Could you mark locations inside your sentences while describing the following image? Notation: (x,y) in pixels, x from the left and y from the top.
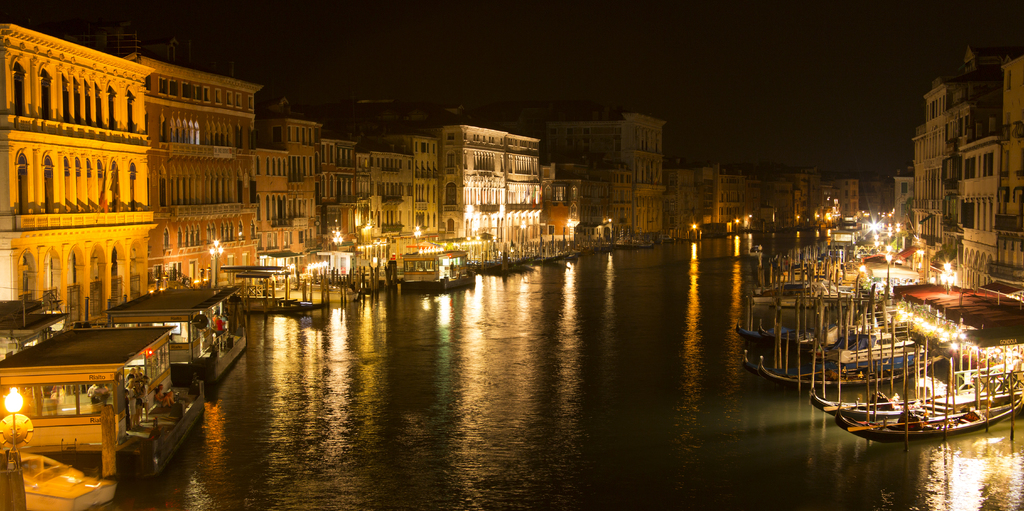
In this image we can see a few people (216,320), there are ships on the river (645,275), there are buildings (633,215), lights (941,331), poles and the background (878,83) is dark.
